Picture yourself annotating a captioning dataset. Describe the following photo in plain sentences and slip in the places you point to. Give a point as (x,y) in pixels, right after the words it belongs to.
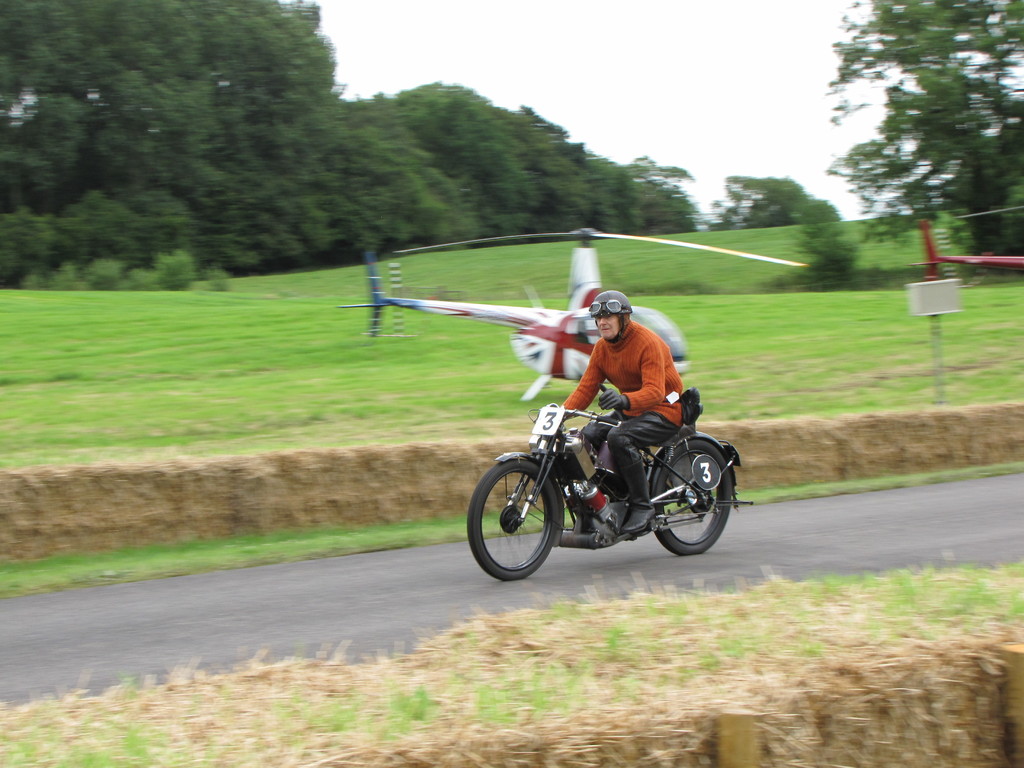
In this picture there is a person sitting on the vehicle (565,445). This is aircraft (520,349). On the background (432,141) we can see Trees (905,92) and sky (678,92). This is grass (249,384). We can see vehicle (554,484) on the road (280,595).
